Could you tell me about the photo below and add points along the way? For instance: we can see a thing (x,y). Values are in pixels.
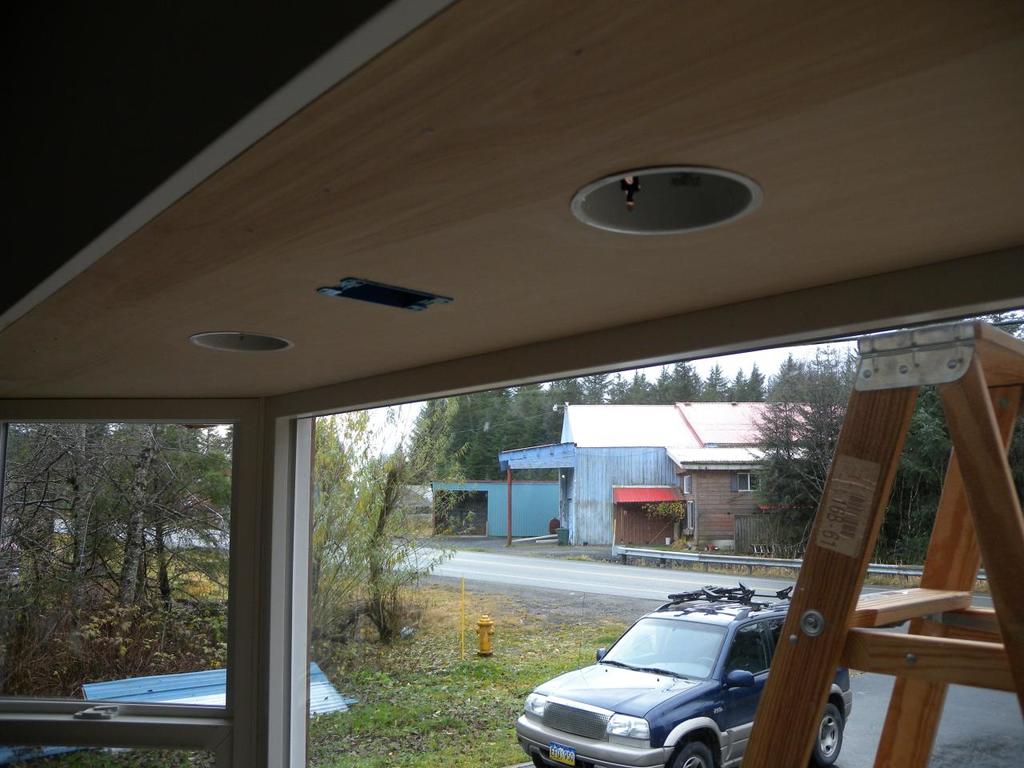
In this image in front (298,193) there is a rooftop (318,234) with the pillar (233,425). There is a ladder (830,658). There is a car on the road (636,591). On the left side of the image (340,751) there is grass (414,667) on the surface (414,667). In the background of the image (469,476) there are trees (506,444), buildings (684,433) and sky (805,354). There is a water pipe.
